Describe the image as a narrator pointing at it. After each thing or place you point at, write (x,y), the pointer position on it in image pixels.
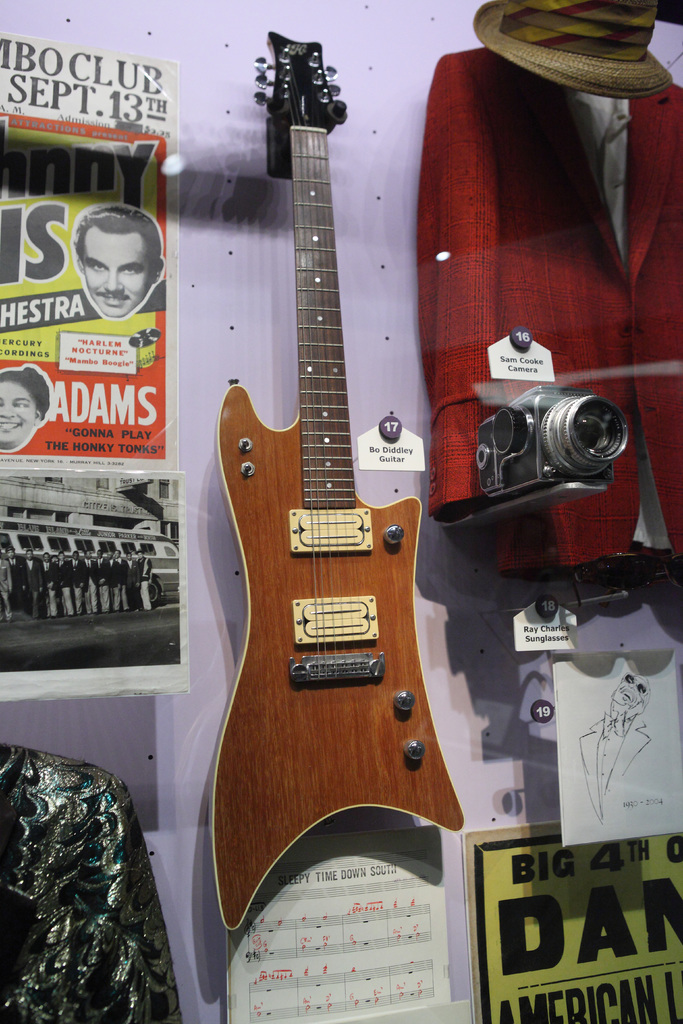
In this picture we can see a guitar (302,406) hanged to wall (266,267) and one more paper (129,296) it's like a Banner (103,417) pinned to the wall (111,34) and one more board (590,941) and some instrument (576,438) which is attached by a camera (561,445).
